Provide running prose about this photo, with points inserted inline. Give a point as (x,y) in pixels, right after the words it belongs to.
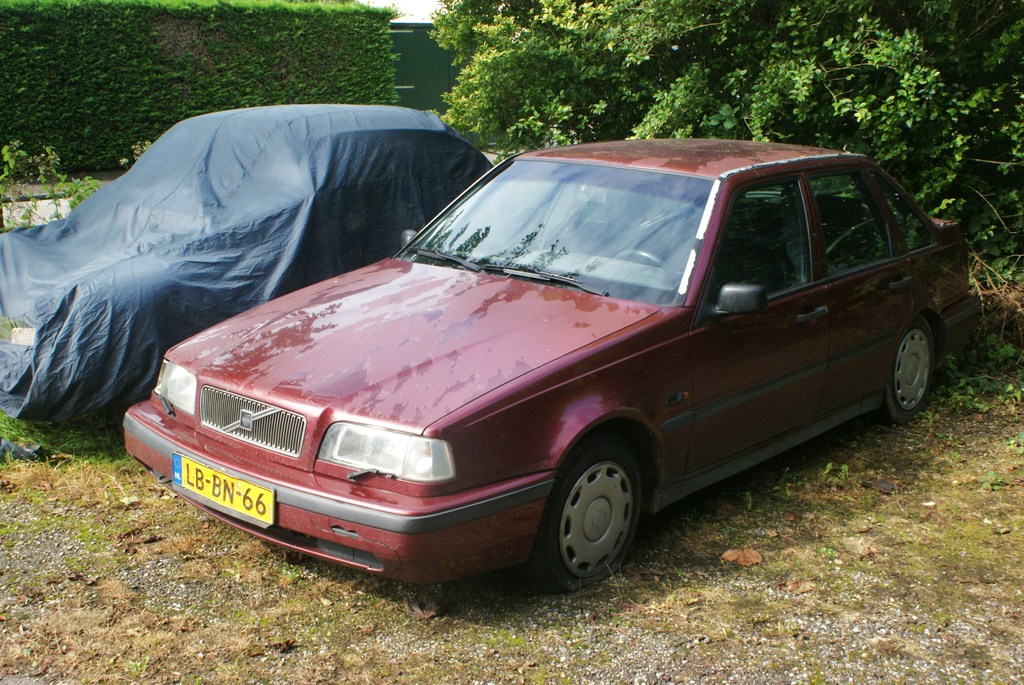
In this image in front (801,320) there are two cars (589,519) on the road (678,576). In the background (639,65) there are trees (504,74) and gate (423,43).
